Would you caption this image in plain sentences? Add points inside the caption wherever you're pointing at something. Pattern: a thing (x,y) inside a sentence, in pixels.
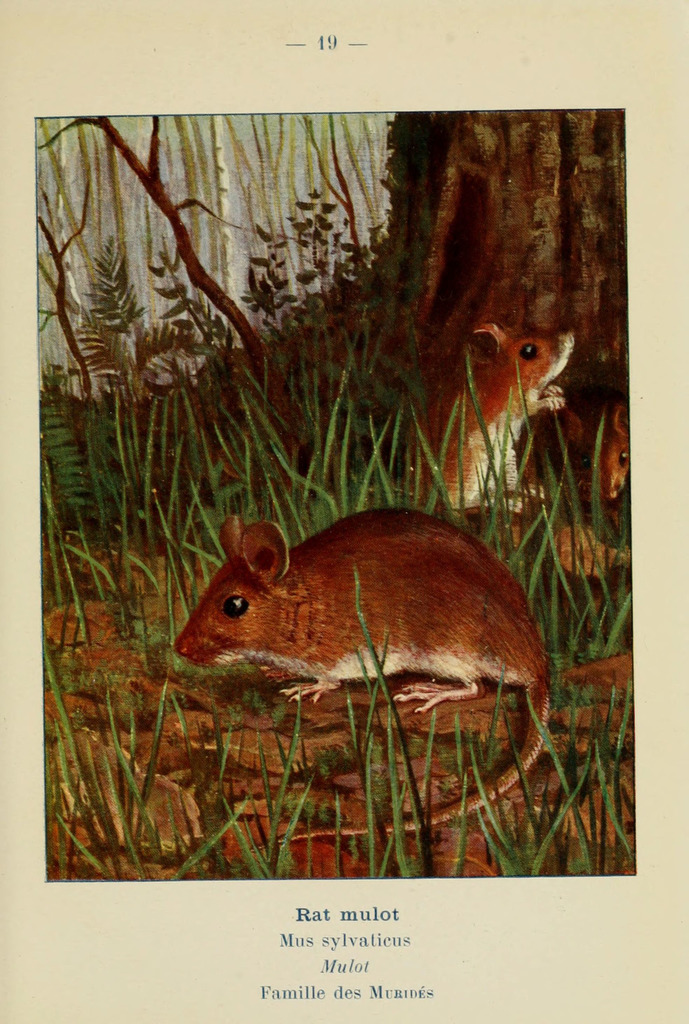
In this poster I can see rats (469,441), grass (503,540), leaves (268,302) and branches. Something is written at the bottom of the poster.
